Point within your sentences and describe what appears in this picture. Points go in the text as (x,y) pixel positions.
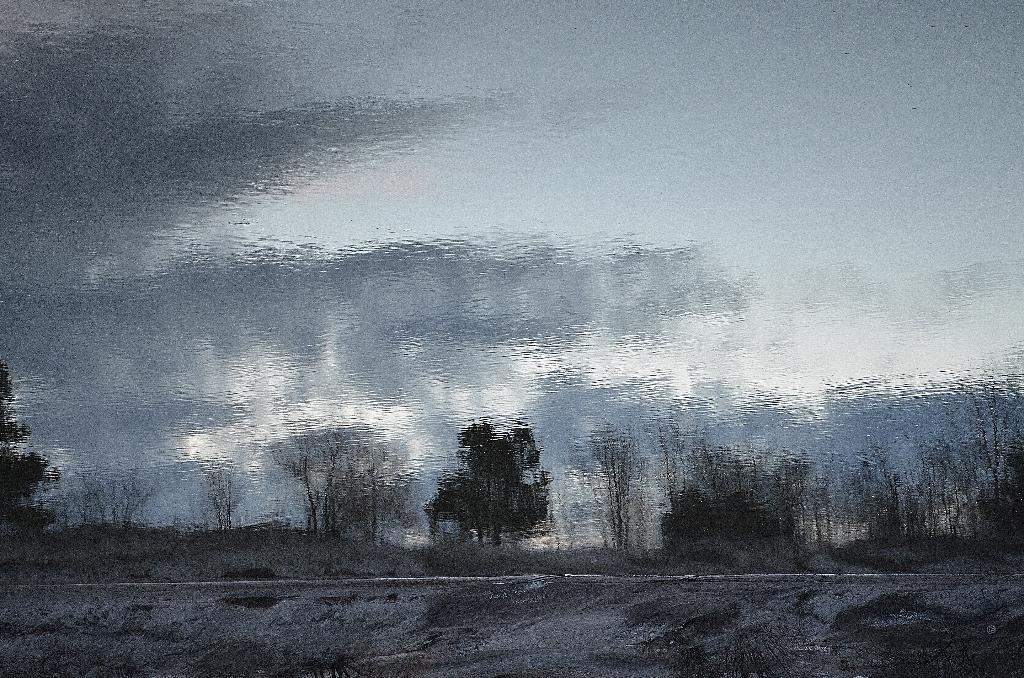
In this image we can see a painting (512,431). In painting (575,458) we can see the cloudy sky (468,309). There is a road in the image. There are many trees (621,467) in the image.
